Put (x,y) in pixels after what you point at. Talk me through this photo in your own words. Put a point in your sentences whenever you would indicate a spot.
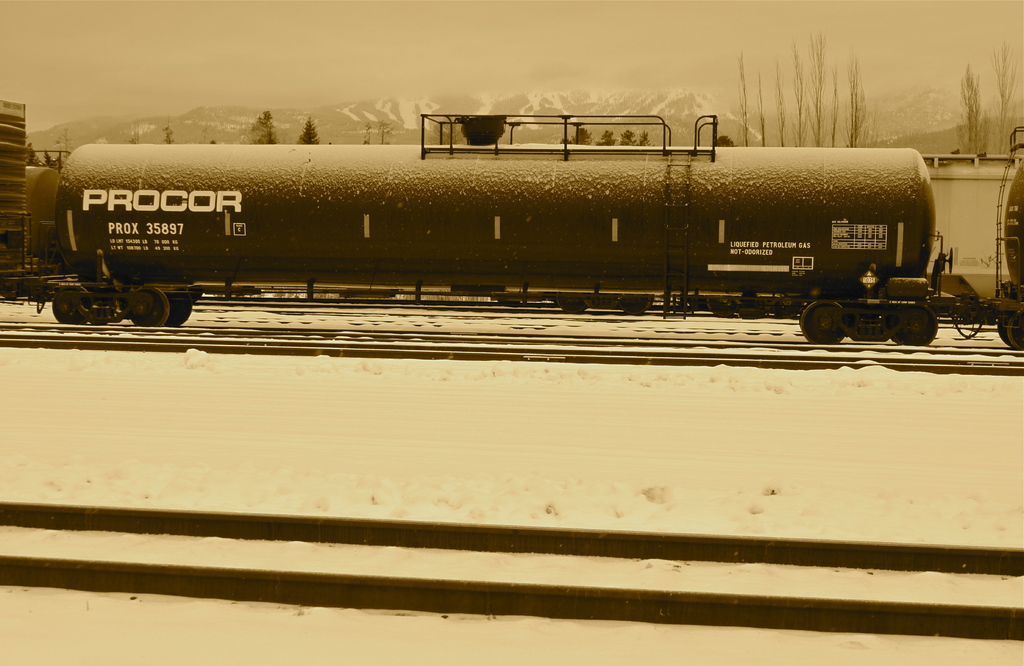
In this image I can see the train (733,291) on the railway track (790,348). In the background (850,97) I can see few trees (369,139), mountains (624,132) and the snow (779,470).
